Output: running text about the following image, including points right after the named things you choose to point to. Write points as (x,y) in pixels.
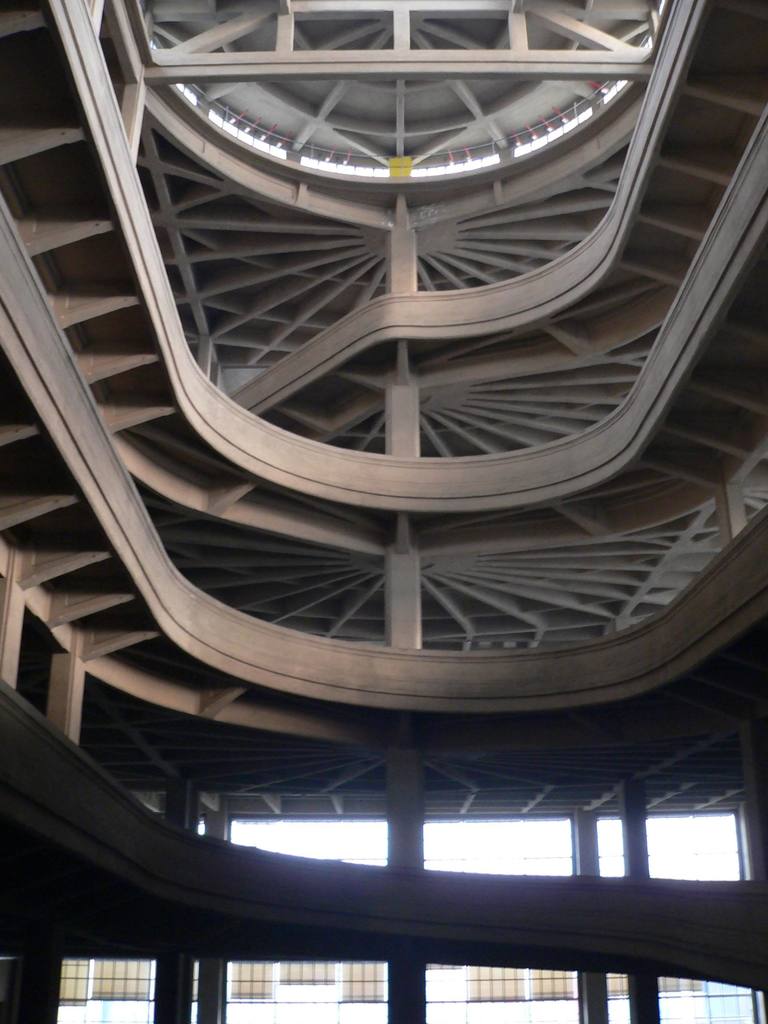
In the picture we can see the ramp building (410,417) with the pillars (410,994).
